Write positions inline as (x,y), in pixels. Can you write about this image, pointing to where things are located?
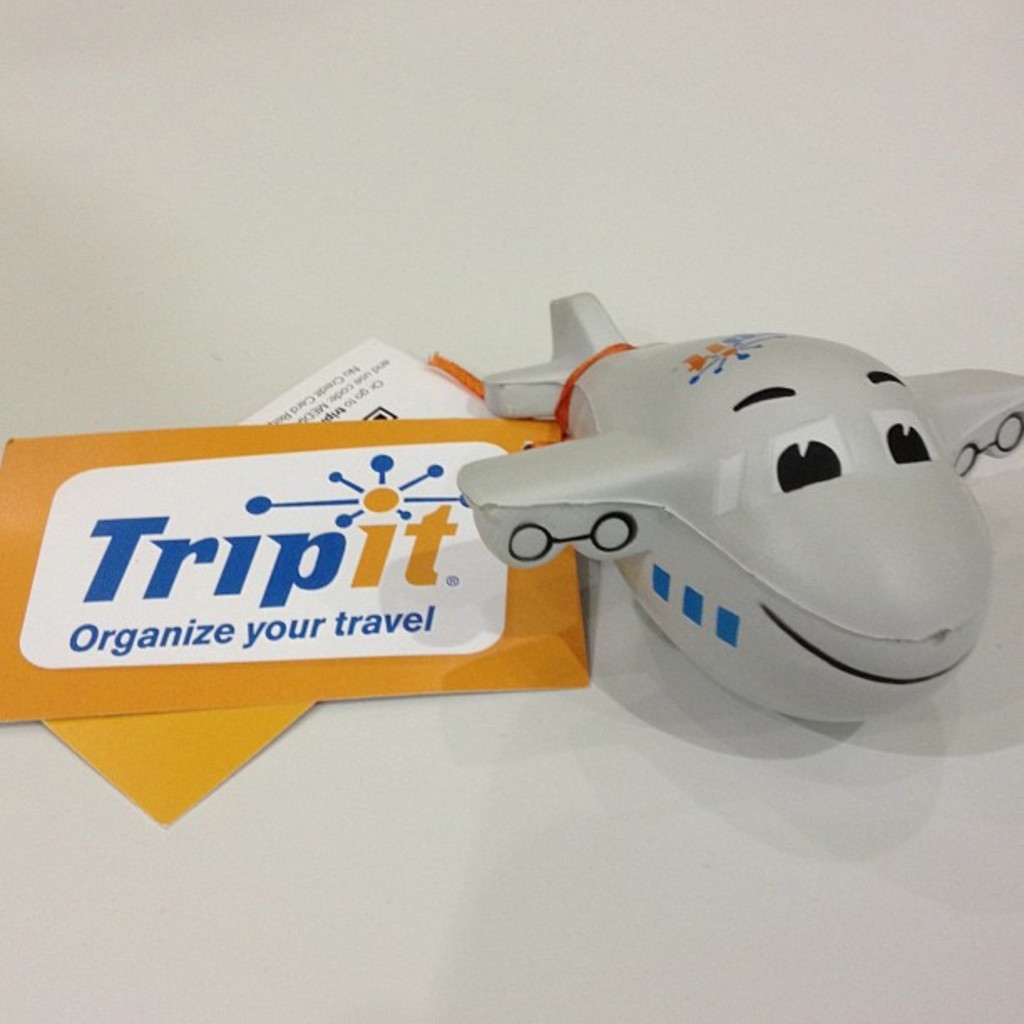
In this image I can see a aeroplane toy (799,566) which is white and black in color on the white colored surface (747,191) and I can see two papers (343,471) which are orange and white in color.
